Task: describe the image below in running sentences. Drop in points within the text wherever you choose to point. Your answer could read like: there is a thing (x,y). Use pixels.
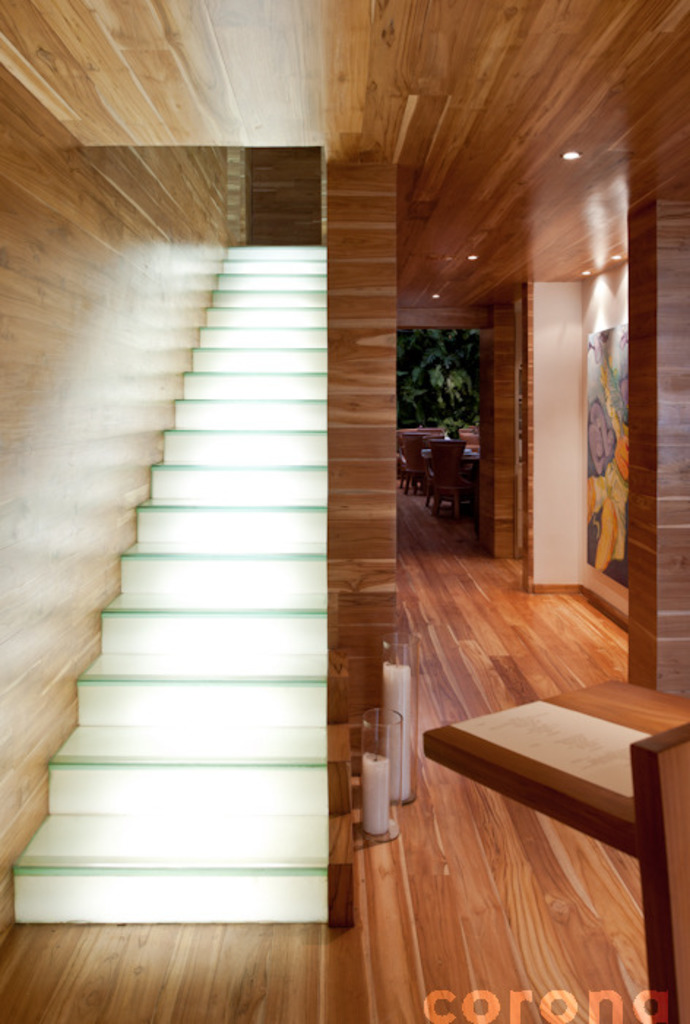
In this image I can see stairs (252,550), candles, pillars (490,536) and other objects (496,768) on the floor (508,562). Here I can see a watermark (548,1009).
